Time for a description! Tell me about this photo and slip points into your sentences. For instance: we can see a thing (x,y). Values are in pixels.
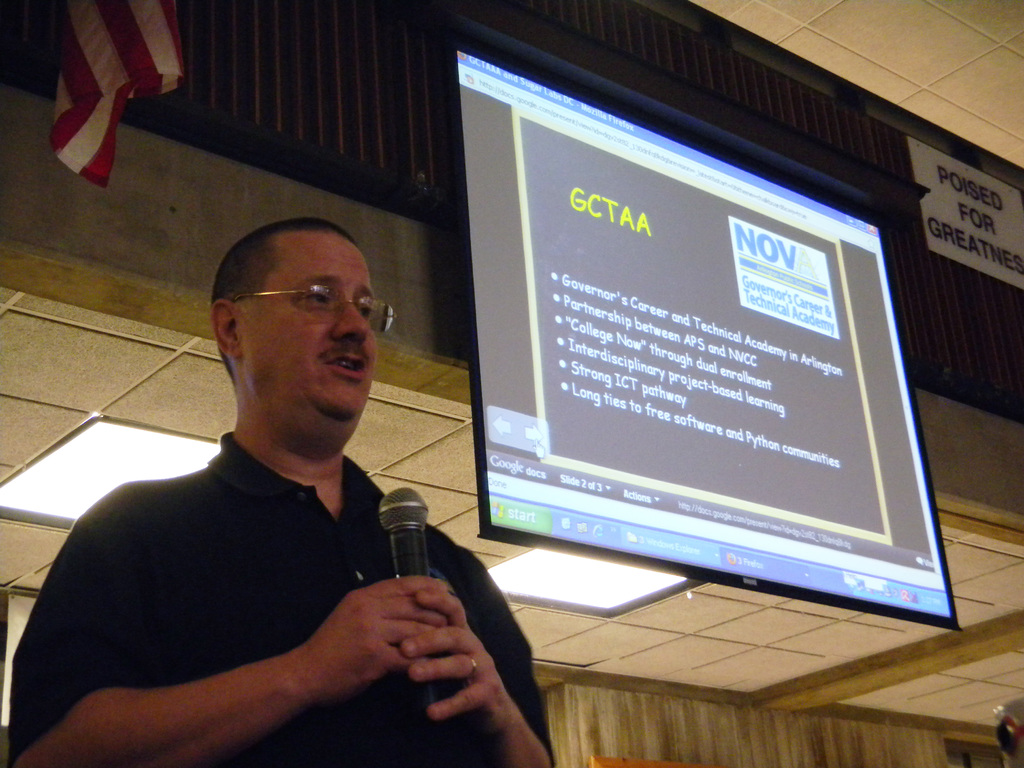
In this Image I can see the person (203,551) standing and wearing the black color dress (206,546) and he is holding the mic (405,543). To the right (784,572) there is a screen (678,474) and I can see the board (1022,266) and flag (113,42) to the wall (391,111). There are lights (114,453) in the top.
